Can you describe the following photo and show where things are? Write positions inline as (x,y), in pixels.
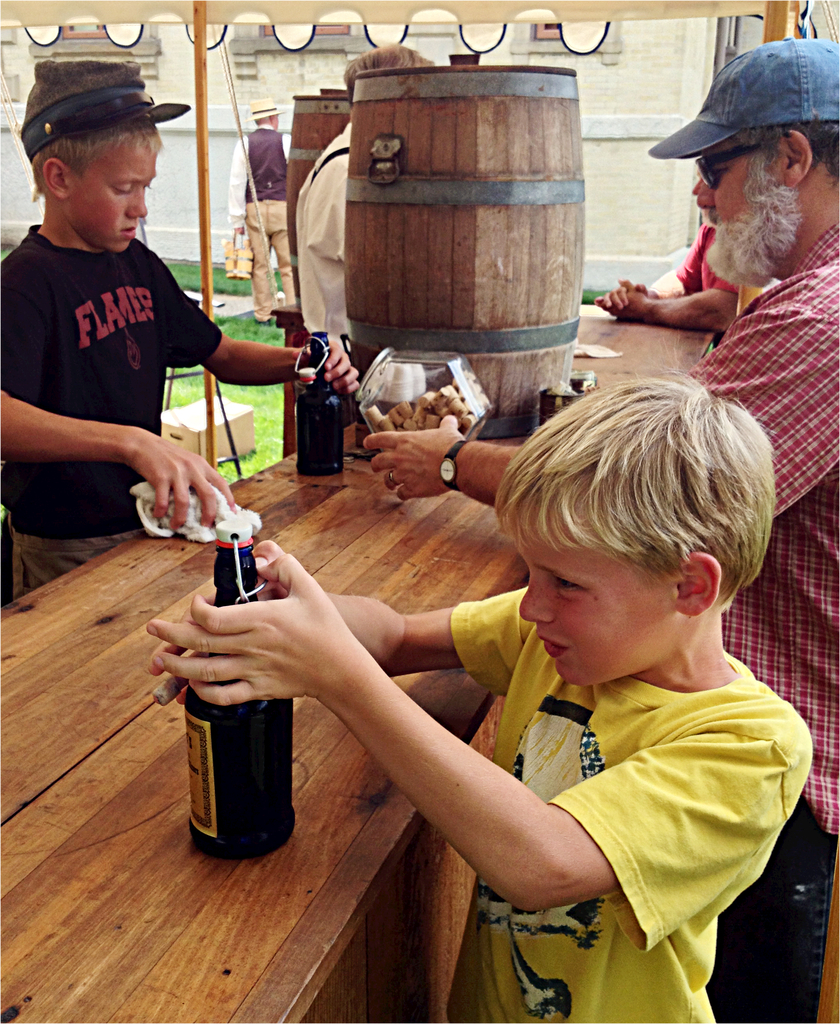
In this image we can see a child (636,707) holding a bottle (237,781) which is placed on the table (139,812). In the background (697,246) we can see people (46,268) standing near the table (95,730) and a wooden cask (468,185).
